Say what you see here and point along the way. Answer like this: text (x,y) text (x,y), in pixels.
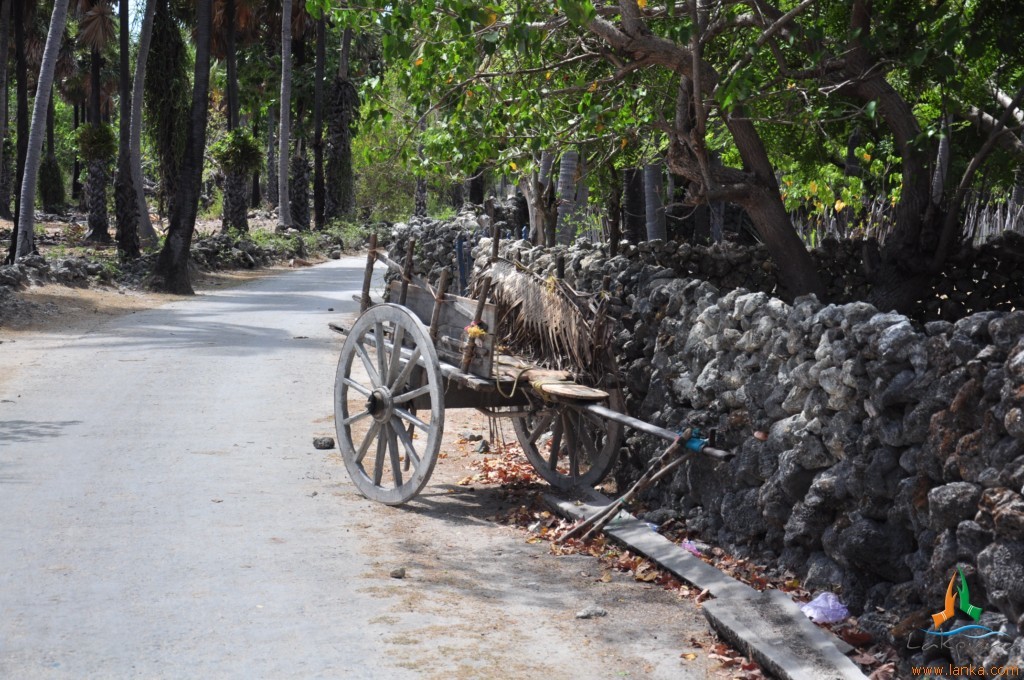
In this image we can see many trees (424,68). There is a wooden cart (383,453) in the image. There is a road (199,420) in the image. There is a wall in the image.
